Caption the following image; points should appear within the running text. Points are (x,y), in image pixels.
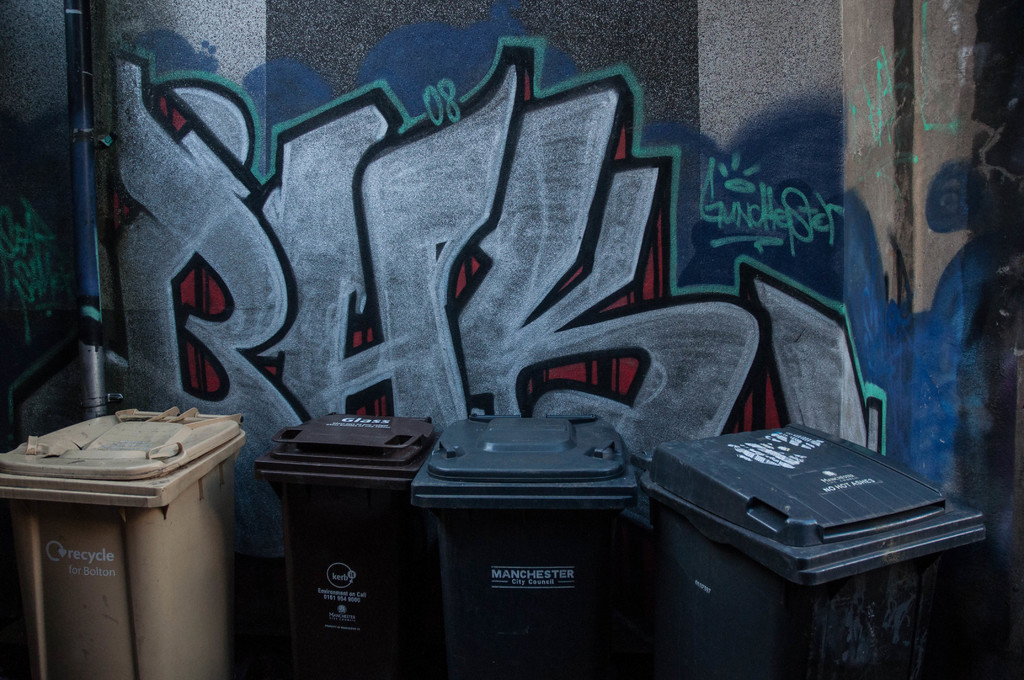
In the picture I can see four garbage bins (450,523) and in the background (563,334), I can see the wall (479,348) on which I can see the graffiti art (277,346).
